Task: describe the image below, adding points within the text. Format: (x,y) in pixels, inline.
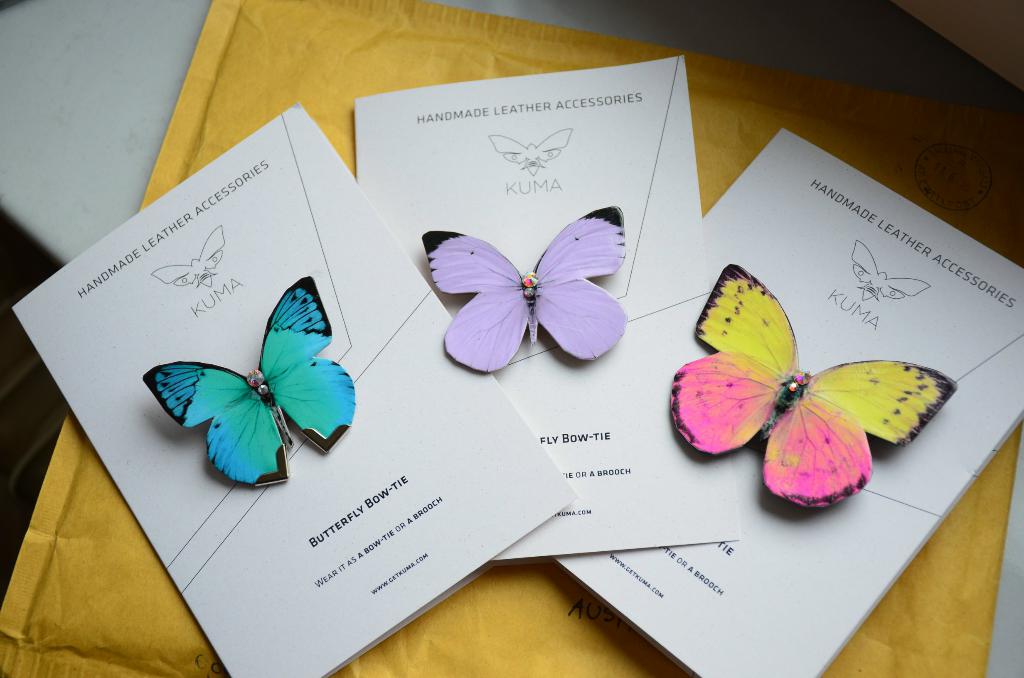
In this image in the front (497,421) there are papers (560,531) with some text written on it and on the papers (370,442) there are butterflies (561,329) which are on yellow colour packet (87,577). All these things (264,482) are kept on the surface (82,141) which is white in colour.
